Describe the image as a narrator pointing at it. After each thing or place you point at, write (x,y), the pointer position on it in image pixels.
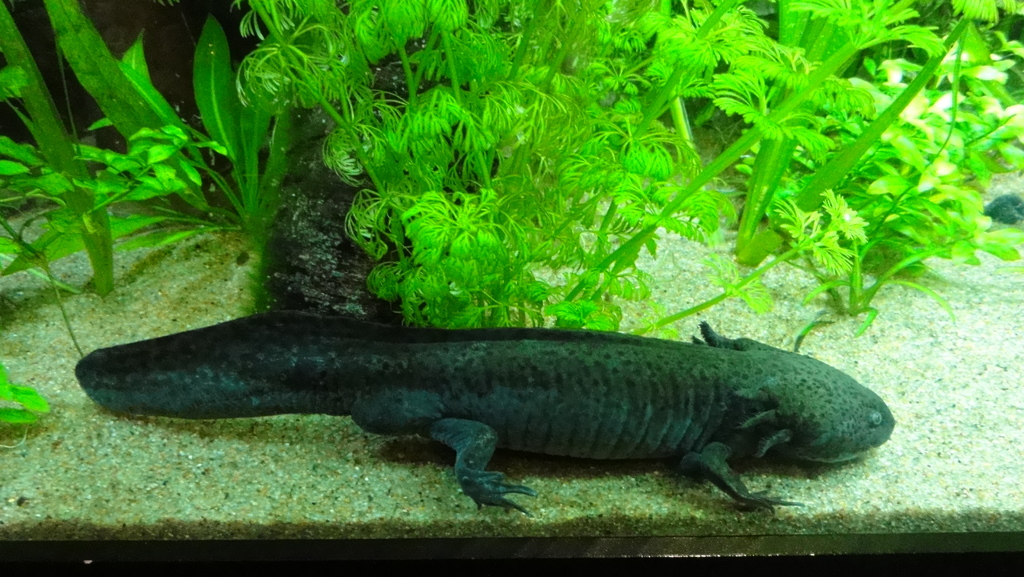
In this image we can see there is an animal (581,416) on the sand (385,506). And there are plants (167,121) and black color object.
